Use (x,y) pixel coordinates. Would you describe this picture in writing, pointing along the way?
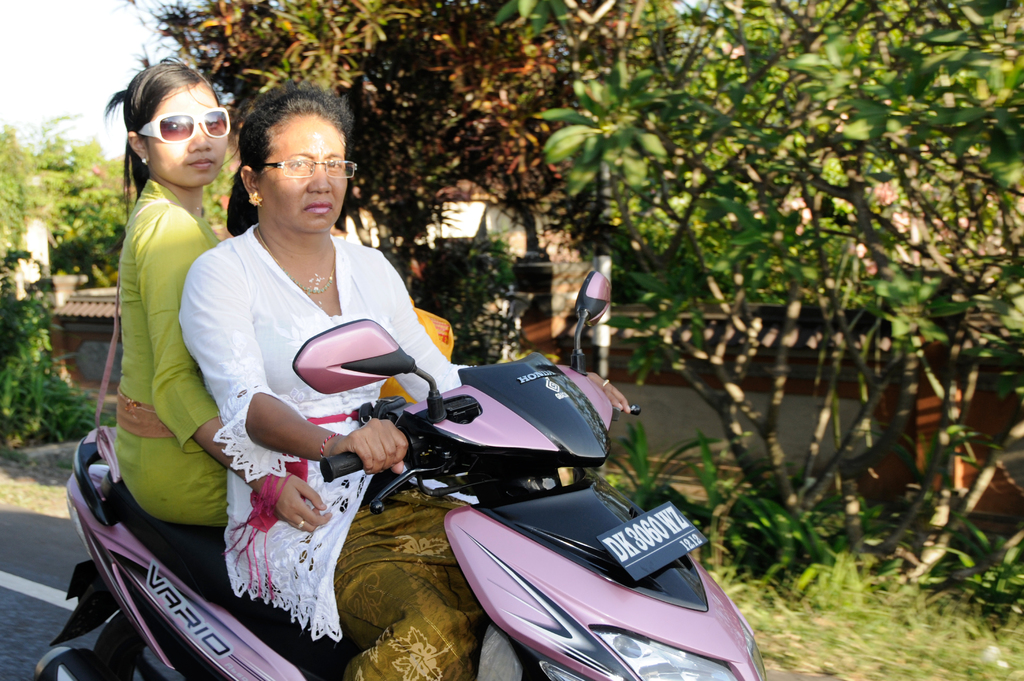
This image is clicked outside. There are trees (763,262) in this image, there is a Scooty (693,613) in the middle (350,364), two women (381,289) are sitting on Scooty (374,358). One is wearing white colour dress (353,499) and other one is wearing green colour dress (206,507). Both of them are wearing specs (184,123). There is a number plate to that scooty (686,548) and two Mirrors (322,379).
